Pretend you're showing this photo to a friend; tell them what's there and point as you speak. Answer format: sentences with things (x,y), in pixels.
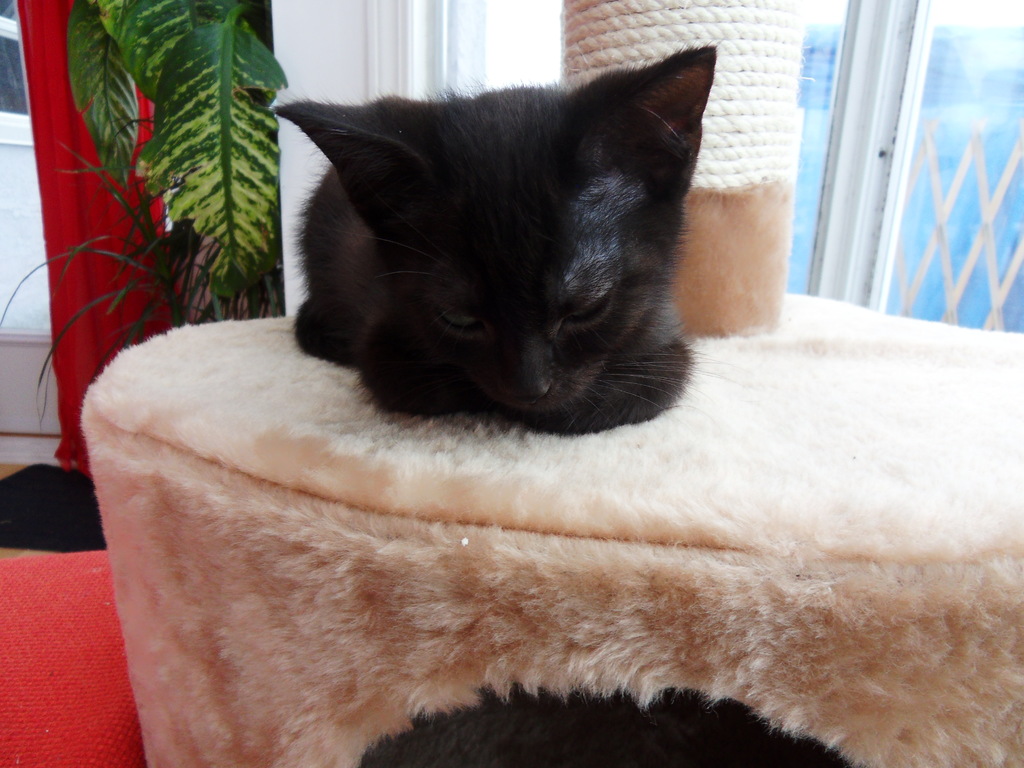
In this picture I can see a cat (624,247) in the middle (626,300), on the left side (169,173) there are plants (191,254). On the right side (891,305) it looks like a glass window (905,183).
